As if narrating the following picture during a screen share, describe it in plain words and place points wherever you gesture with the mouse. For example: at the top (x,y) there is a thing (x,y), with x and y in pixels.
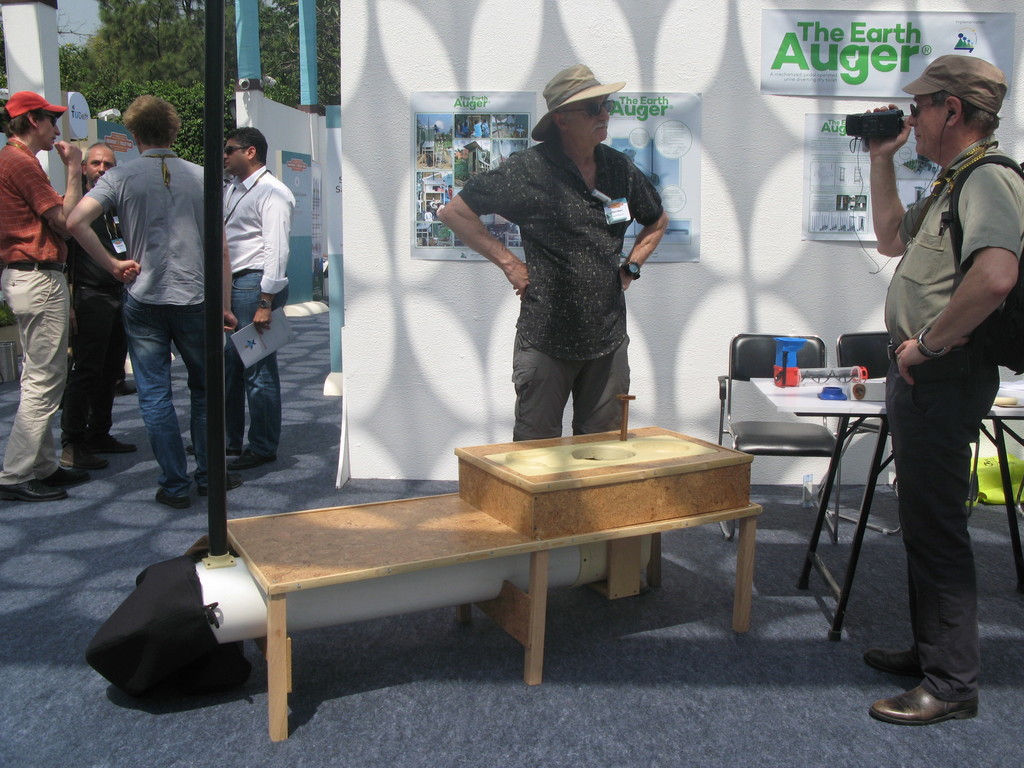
On the background (330,53) we can see trees (203,62). This is a wall (675,47) in white color, we can see few posts (904,156) on it. Here we can see few persons (93,287) standing and discussing something. This man (917,285) is standing in front of a table (876,405) and recording. These are chairs (871,361) and on the table (847,409) we can see few items (855,375). This is also a table (504,543).
